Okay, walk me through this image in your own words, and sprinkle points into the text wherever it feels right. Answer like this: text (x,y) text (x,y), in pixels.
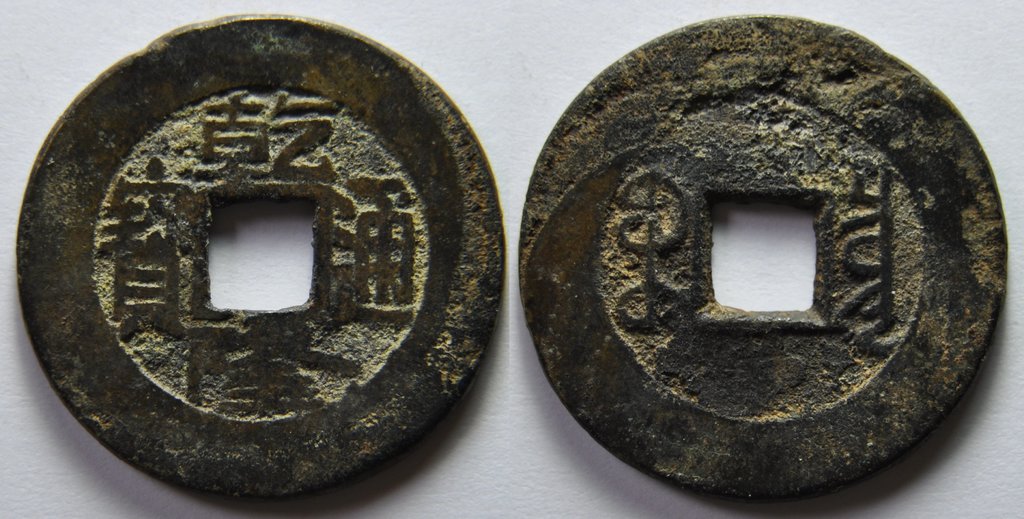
In this picture we can see two coins (529,304) on the surface (526,336).
